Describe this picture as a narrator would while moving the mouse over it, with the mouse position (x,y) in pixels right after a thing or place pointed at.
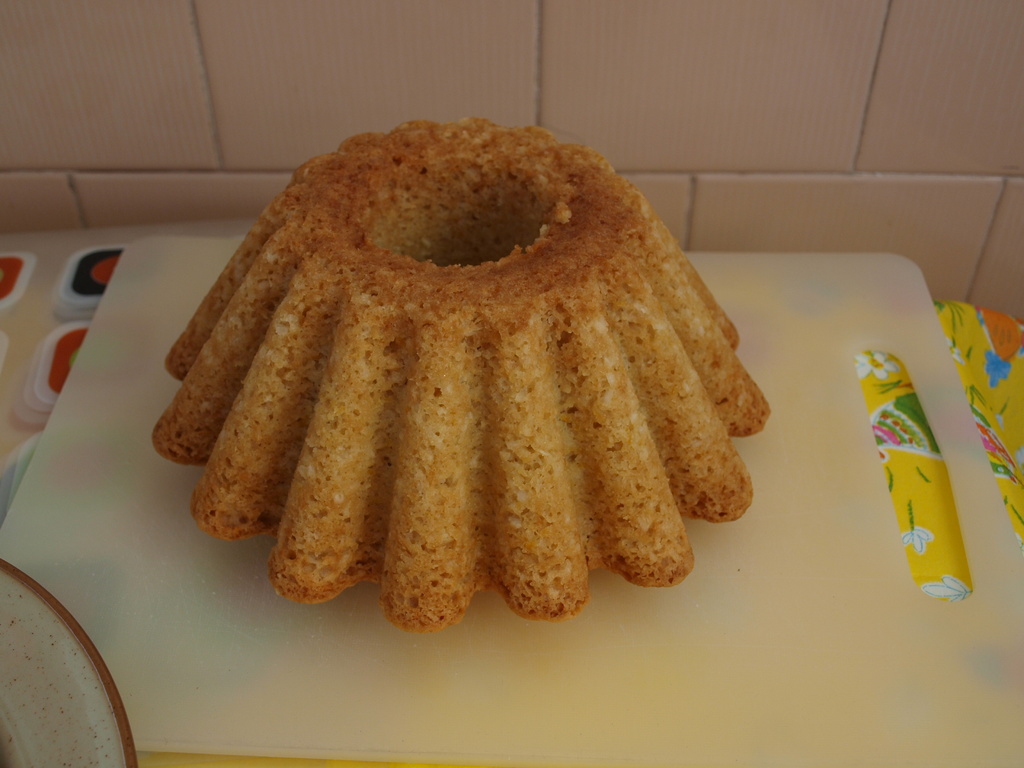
In this image I can see the food (408,145) which is in brown color and the food (350,495) is on the white color board (472,674). Background (56,50) the wall (325,100) is in pink color.
